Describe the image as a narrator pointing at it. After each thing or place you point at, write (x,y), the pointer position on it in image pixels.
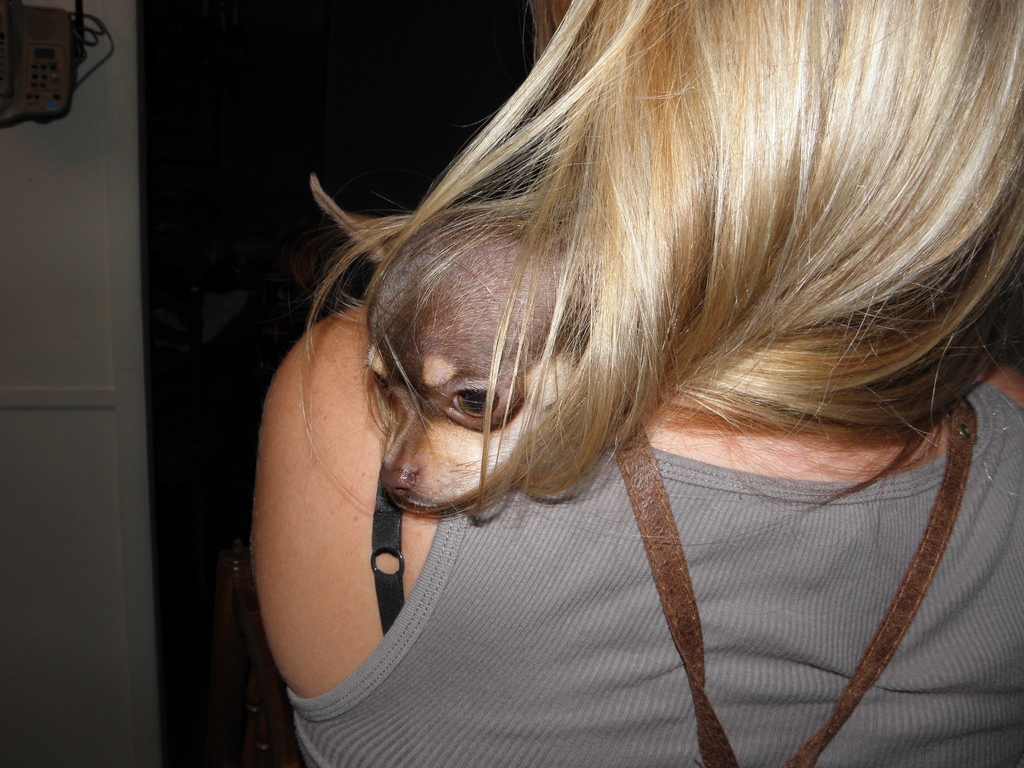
In this image we can see a person (805,280) and a dog (380,401). In the background of the image (61,355) there is a wall (110,602), wooden objects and other objects (20,103).
